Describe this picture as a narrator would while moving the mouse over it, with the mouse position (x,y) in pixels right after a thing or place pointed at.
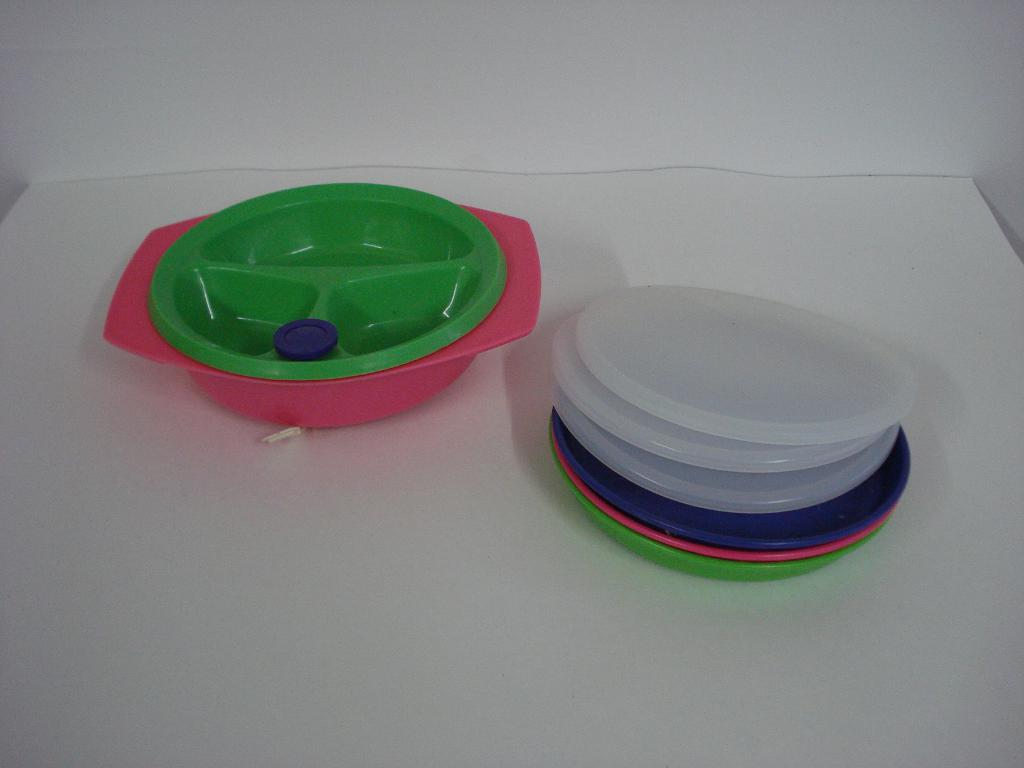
In this image there is an object (851,211) that looks like table (461,537) towards the bottom of the image (754,640), there are objects (390,359) on the table (508,359), there is a wall (396,74) towards the top of the image (426,58).
